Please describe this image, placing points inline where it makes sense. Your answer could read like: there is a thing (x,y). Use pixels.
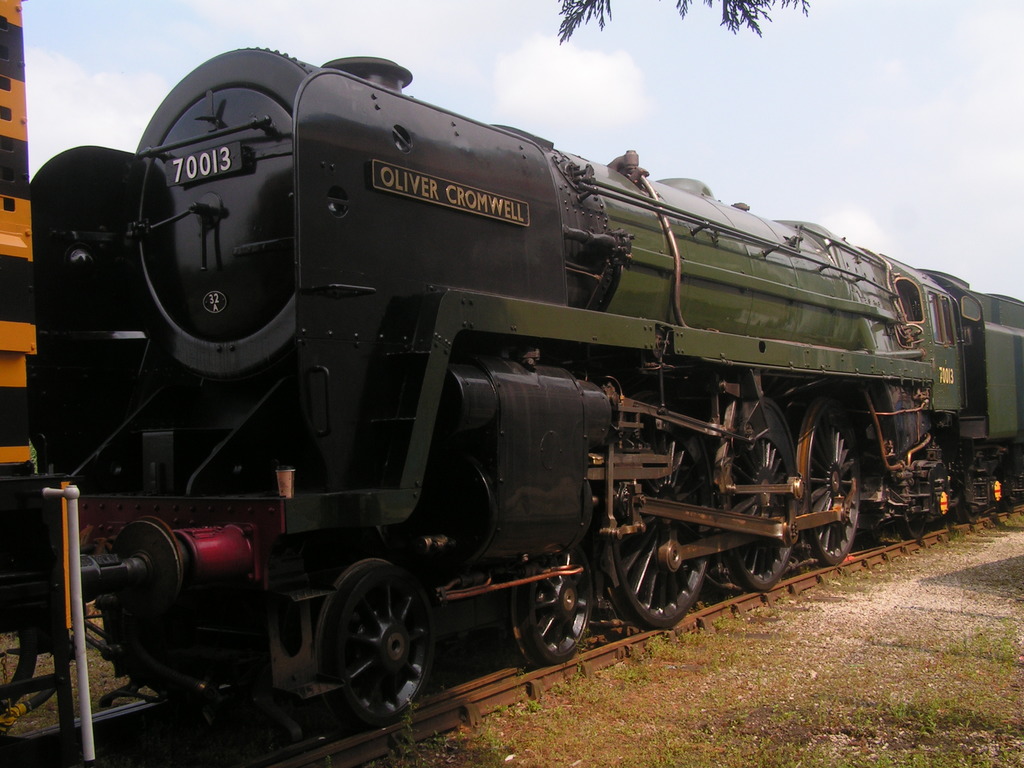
Here in this picture we can see a train (54,417) present on the railway track (559,664) over there and we can see the ground (807,602) is partly covered with grass (958,637) over there and at the top (577,12) we can see leaves (568,21) of a tree (604,24) hanging and we can see clouds (505,77) in the sky (596,94) over there.
